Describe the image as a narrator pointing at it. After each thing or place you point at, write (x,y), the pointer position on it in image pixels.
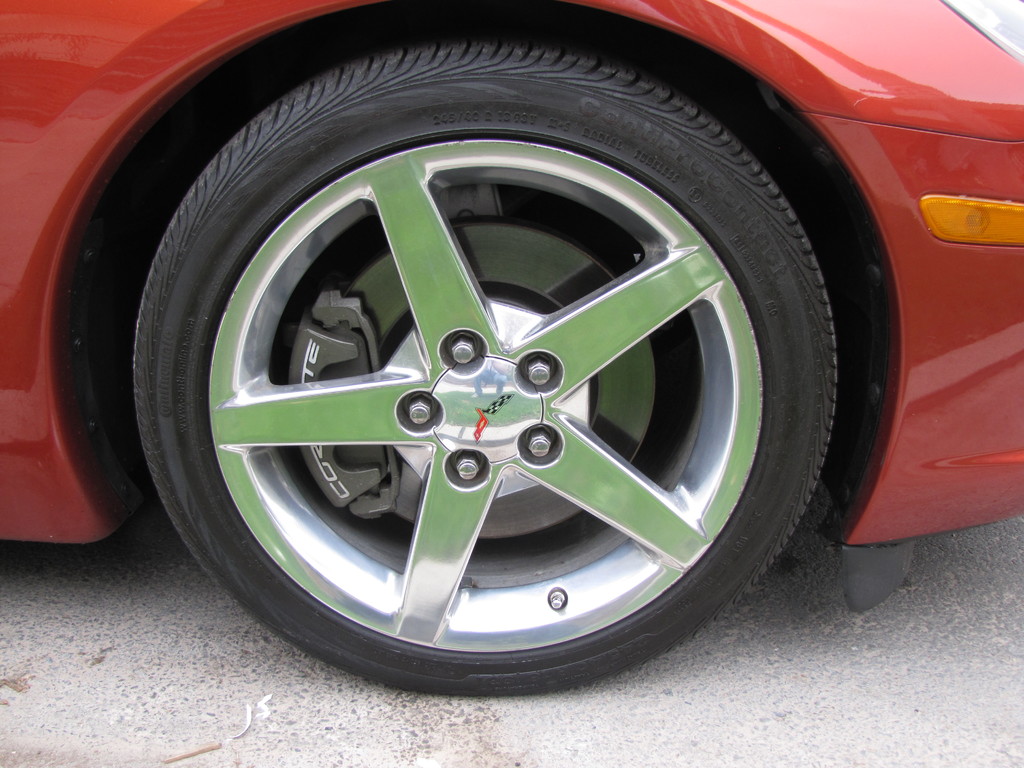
In this picture we can see the wheel (377,120) of a vehicle (769,129) on the road (271,694).
